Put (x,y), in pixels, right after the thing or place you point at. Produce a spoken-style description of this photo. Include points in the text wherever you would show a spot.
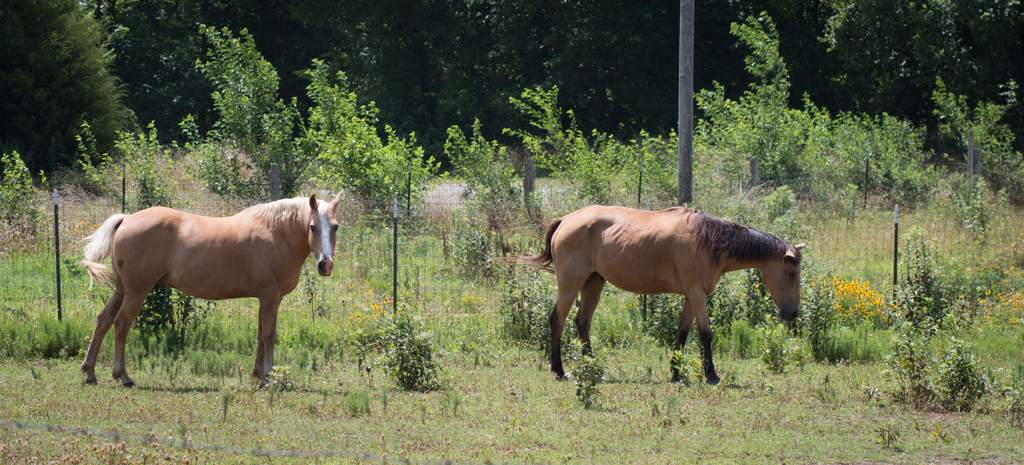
In this image we can see two horses (266,355) are standing on the ground (369,356), plants (354,292) with flowers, grass (432,241), fence (537,216) and pole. In the background (386,102) there are trees (322,106) and plants (409,230).
